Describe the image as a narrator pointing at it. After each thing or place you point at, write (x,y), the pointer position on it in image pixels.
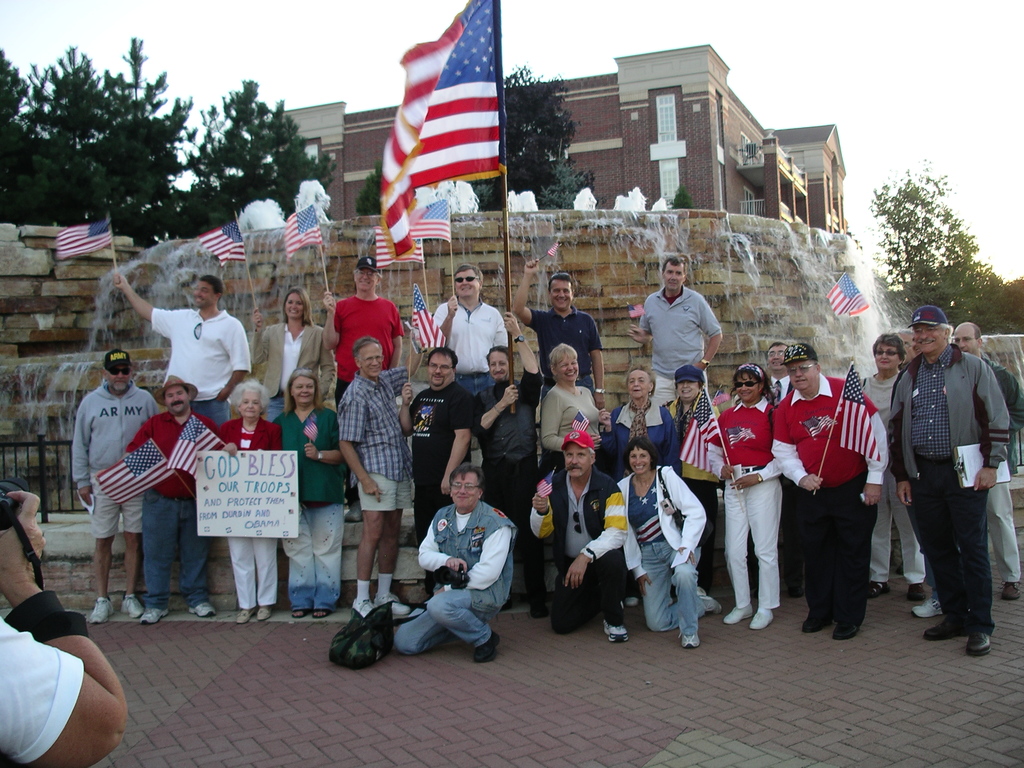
In this picture I can see few people (607,456) are standing and holding flags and a placard (293,521) with some text (230,504) and I can see a man (116,703) holding a camera (39,578) and taking picture and I can see trees (884,272) and a building (738,162) and I can see a cloudy sky (876,67).
